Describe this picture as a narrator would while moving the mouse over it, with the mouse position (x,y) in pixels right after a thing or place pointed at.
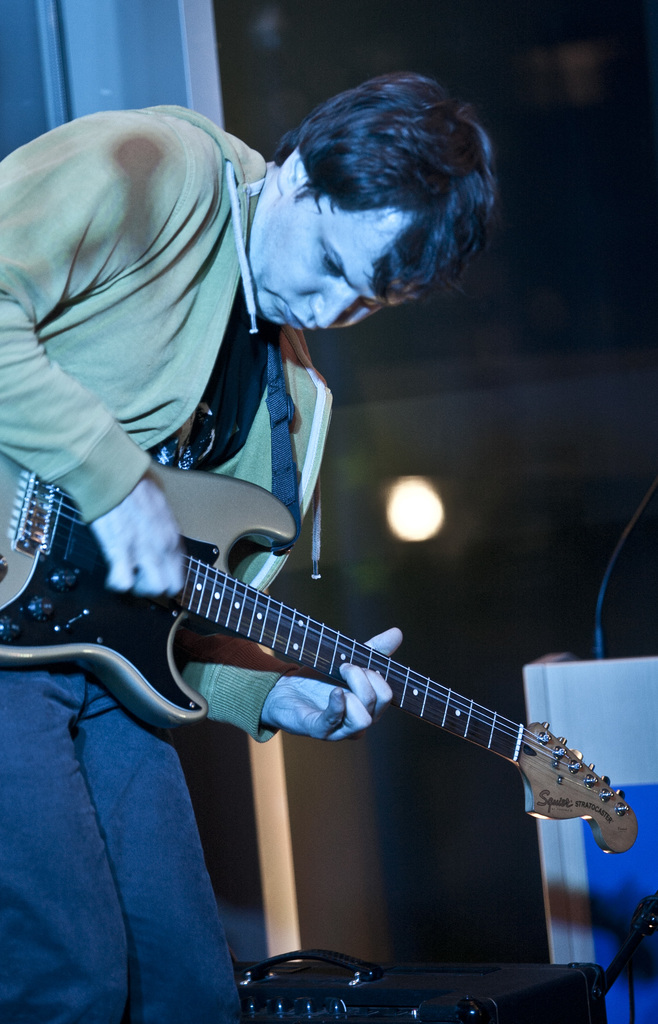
In this image I can see a person (155,501) holding the guitar (366,653). In the background (422,524) there is a light (418,514).
